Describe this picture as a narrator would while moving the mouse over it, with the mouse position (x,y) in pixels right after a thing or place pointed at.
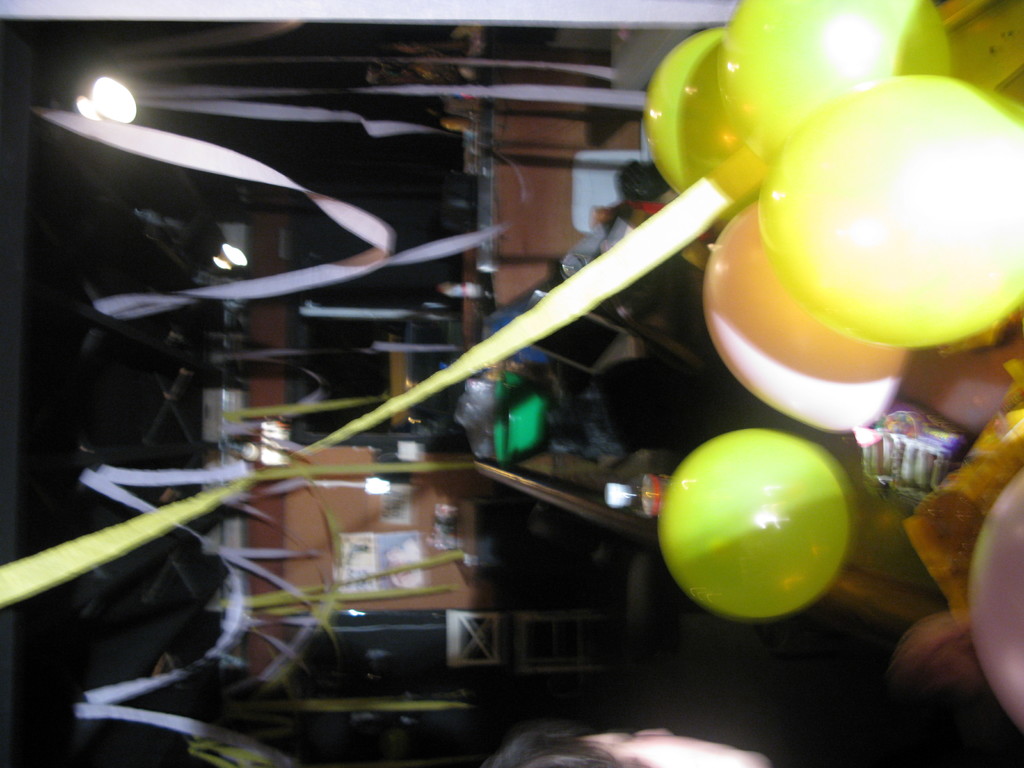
This image is a rotated image. In this image there is a girl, in front of the girl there is a table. On the table (526,468) there is a monitor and some other objects (516,433) placed and there are ribbons (448,346) and balloons (833,472) are hanging from the top of the image (491,240). There are a few posters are attached to the wall (266,380).
